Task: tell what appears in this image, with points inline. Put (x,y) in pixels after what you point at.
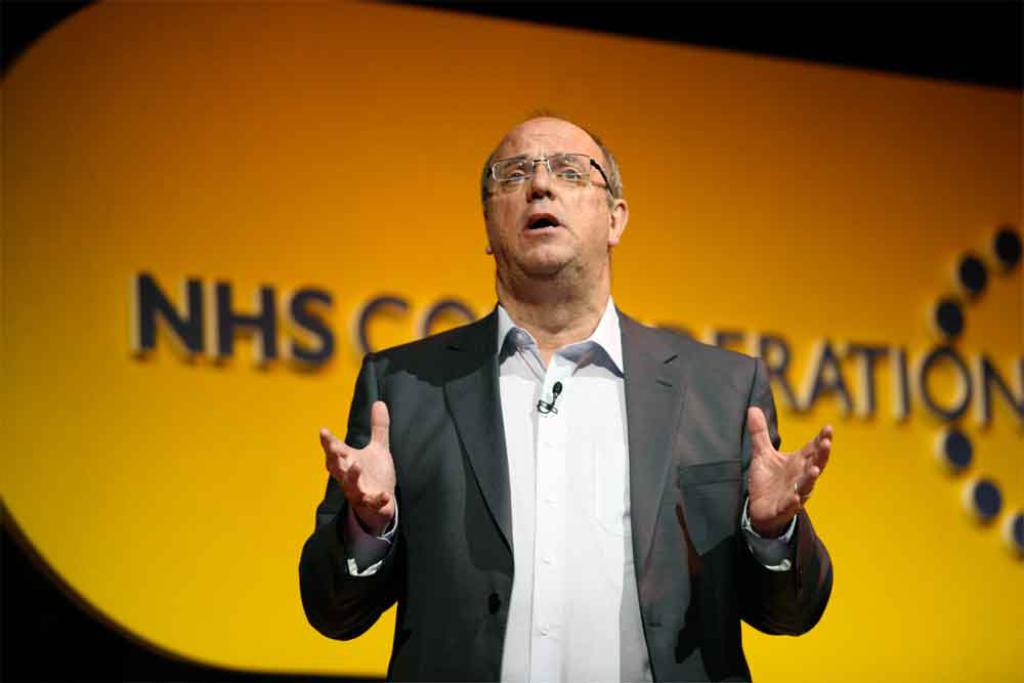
In the image I can see a person (606,462) wearing white shirt (536,472) and black blazer (481,500) is standing. I can see the orange and black colored background (901,45).
